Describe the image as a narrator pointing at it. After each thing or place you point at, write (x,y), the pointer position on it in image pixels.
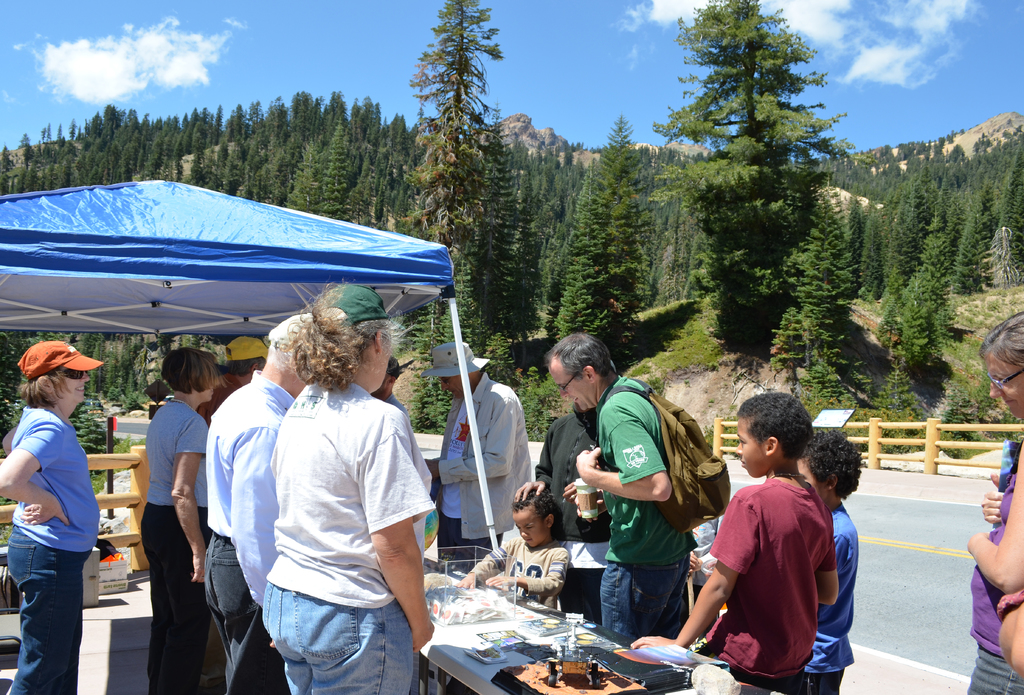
In the foreground of this image (431,586), there are few people (566,547) standing near the desks (546,632) on which there are few objects (581,659) and few people (206,395) are standing under the tent (140,306). In the background (954,423), there is wooden railing (871,443), a road (896,536), trees (772,252) and the sky (579,42).
